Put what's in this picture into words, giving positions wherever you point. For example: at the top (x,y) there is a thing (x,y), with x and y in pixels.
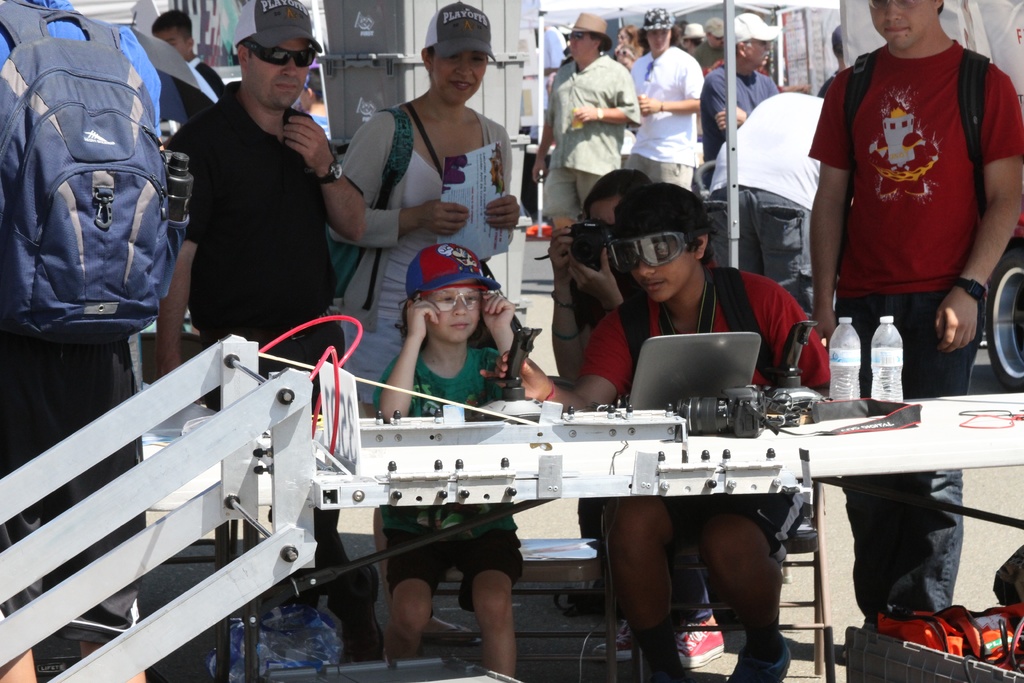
There are people (236,178), few people (915,204) standing and these two people (476,289) sitting. This person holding a camera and we can see laptop (730,367), bottles (890,317), devices (763,413) and objects (547,413) on the table (584,462). In the background (654,40) we can see boxes (509,67) and people (759,152).
